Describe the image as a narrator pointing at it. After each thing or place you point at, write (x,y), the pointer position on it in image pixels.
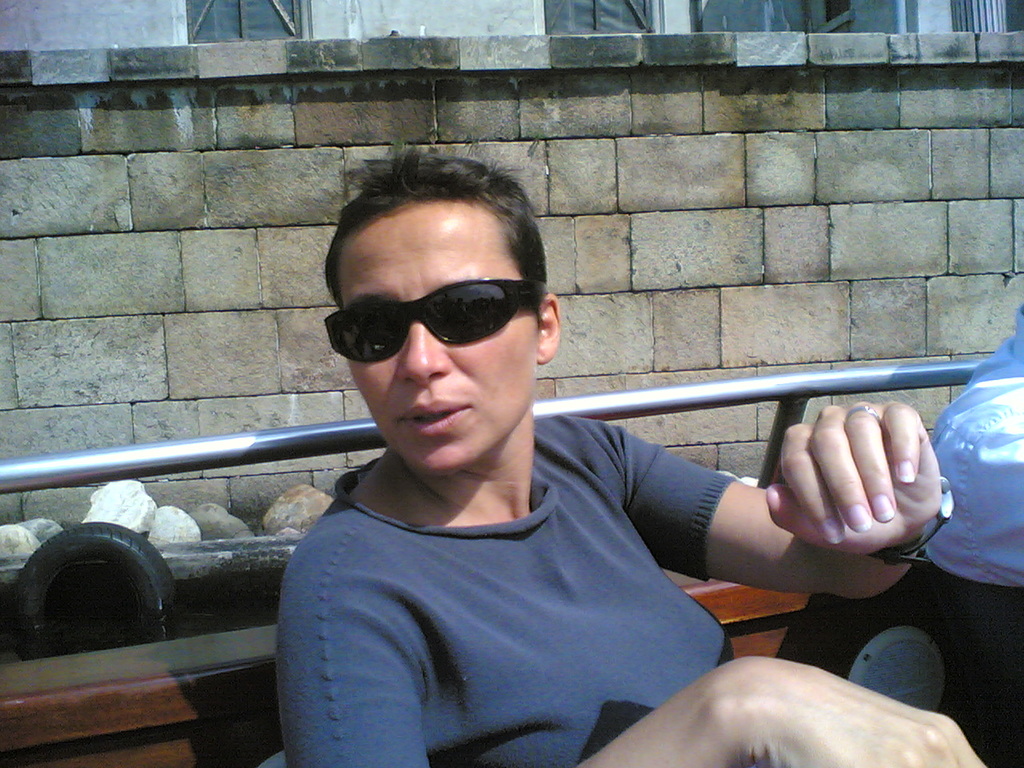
In this image we can see a woman (519,614) sitting in a boat (204,639) wearing sunglasses (430,325). In the background of the image (289,263) there is wall (536,194). There are stones (107,510). There is a tyre (112,529) in water (191,631).
